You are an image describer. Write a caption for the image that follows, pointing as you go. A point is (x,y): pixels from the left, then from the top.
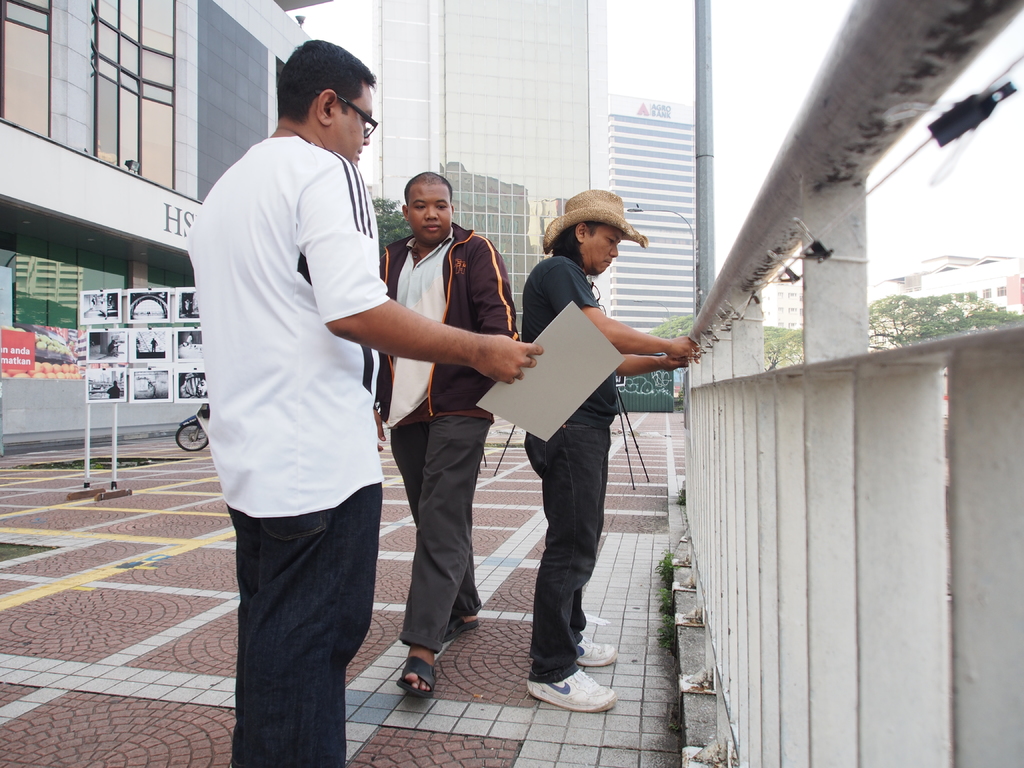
In this picture I can see the three men (407,442) in the middle (402,412), there is a railing (813,585) on the right side (781,369). On the left side (163,392) there are boards (147,402), in the background (375,204) I can see the buildings (650,279) and the trees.
